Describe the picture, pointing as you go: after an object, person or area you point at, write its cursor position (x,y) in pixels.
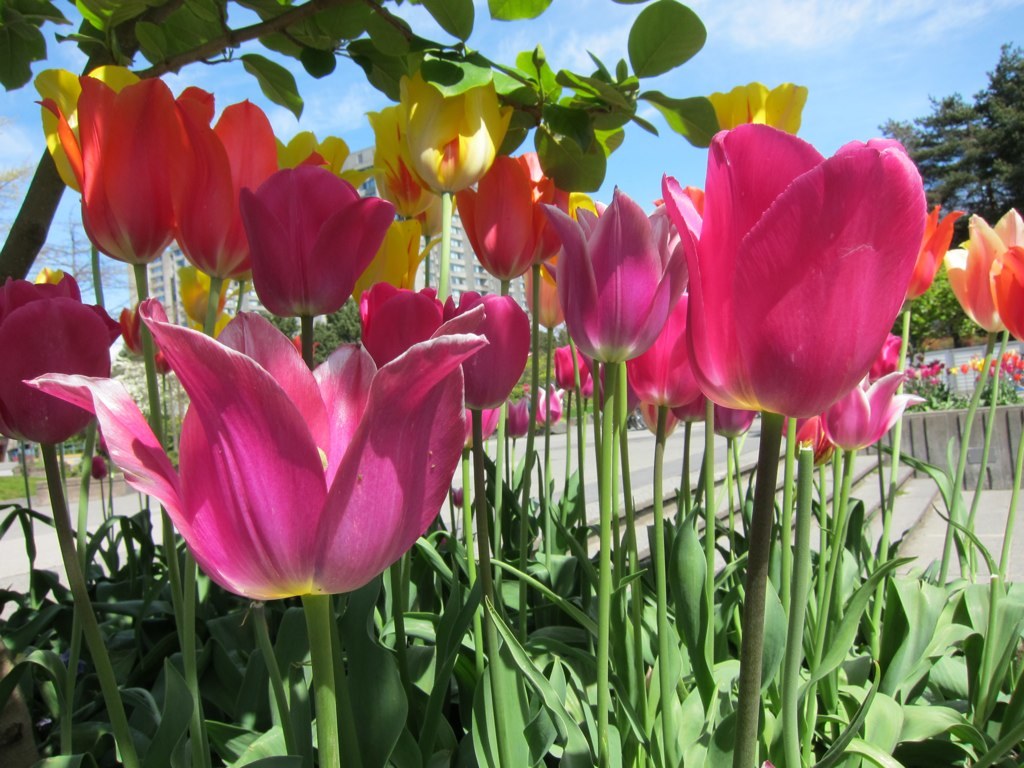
In the center of the image (514,287) we can see flowers (463,302), plants (685,635), leaves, buildings (458,248), trees (923,173) are there. At the top of the image (845,74) clouds (848,35) are present in the sky (822,81). On the right side of the image (855,495) stairs (926,518) are there. In the middle of the image (592,452) ground (75,527) is there.
